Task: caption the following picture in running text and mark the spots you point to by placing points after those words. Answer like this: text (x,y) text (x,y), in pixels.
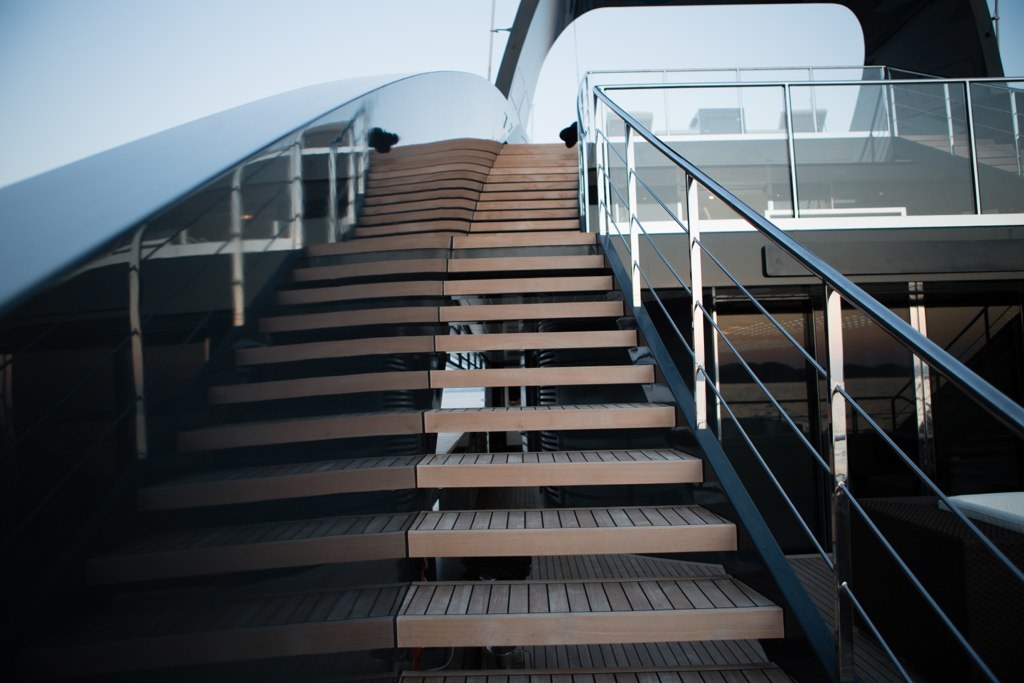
In the foreground of this image (500,206), there are stairs (575,461), railing (830,561), wooden floor (827,583), an object (1015,505) on the right (959,501), glass wall (962,346), glass railing (896,130) and it seems like a roof (567,14) at the top (806,0). We can also see the sky (240,30).
